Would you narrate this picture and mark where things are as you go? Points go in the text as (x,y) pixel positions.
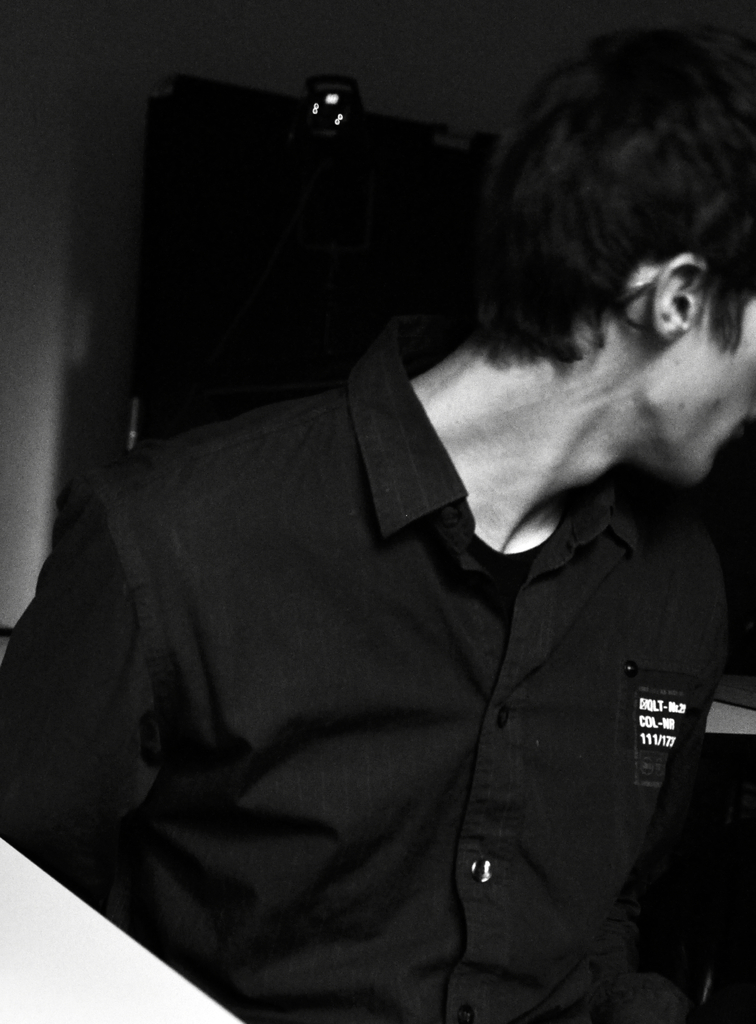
In this picture there is a man (398,565) who is wearing a black shirt (436,729) who is standing near to the door (250,159) and wall (363,100). At the top (323,95) it might be a light (335,98). In the bottom left corner (51,968) there is a table (54,979).
